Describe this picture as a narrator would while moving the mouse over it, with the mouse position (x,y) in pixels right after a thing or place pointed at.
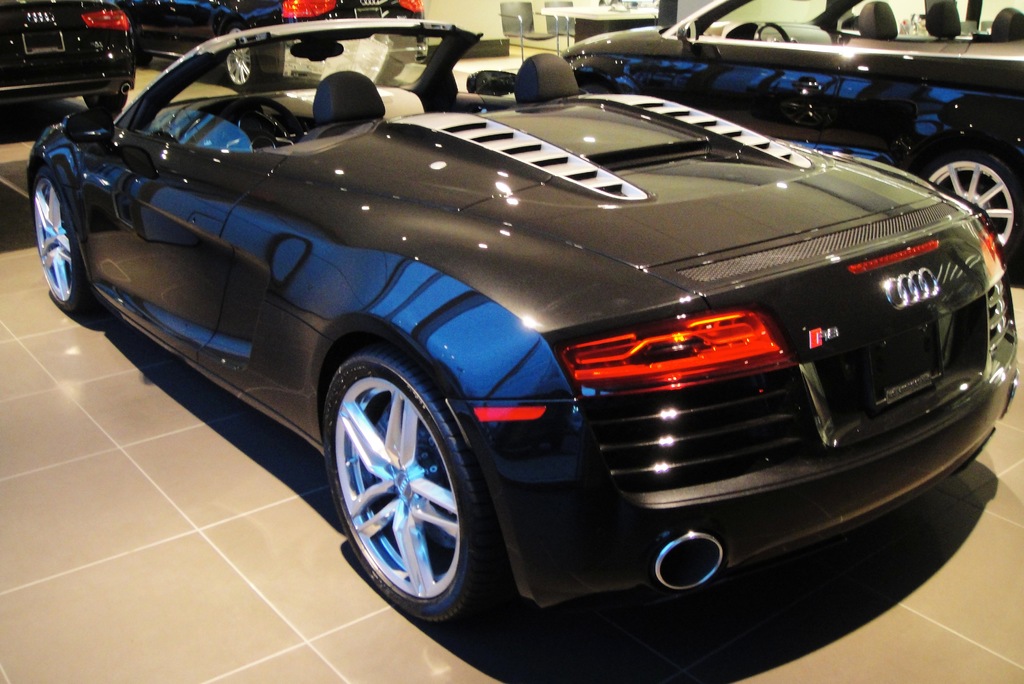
In this image, we can see some Audi cars (768,69).
